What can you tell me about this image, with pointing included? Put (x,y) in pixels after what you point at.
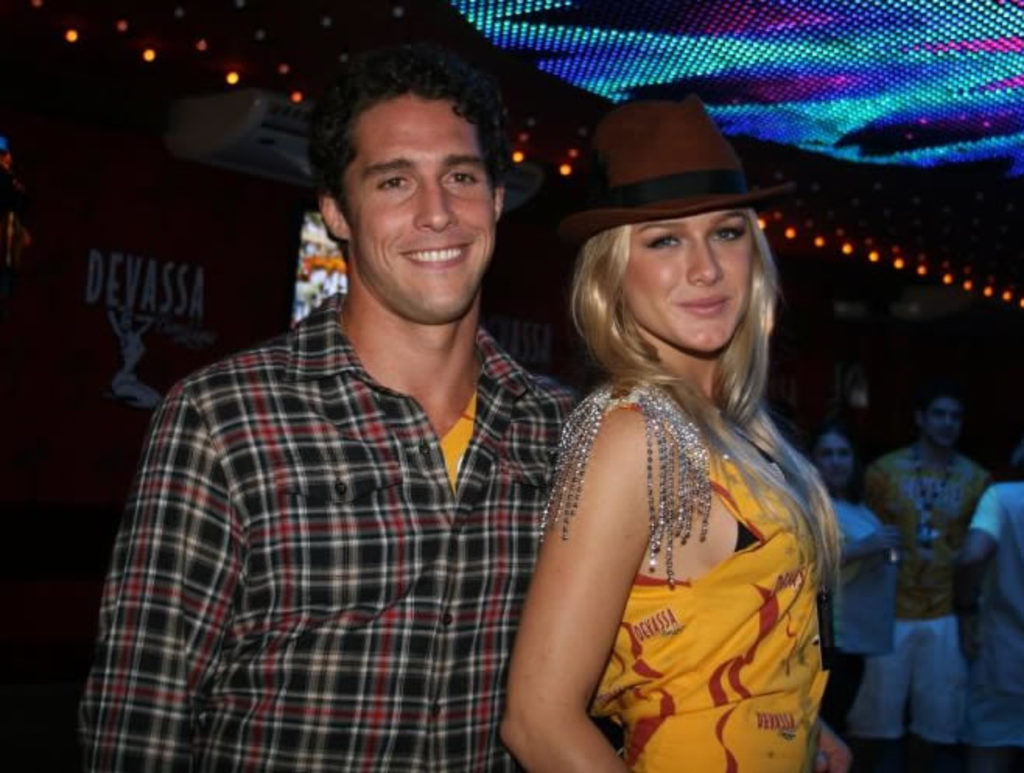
In the picture we can see a man (272,583) and a woman (753,689) standing together and smiling and woman (712,677) is wearing a hat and behind them we can see a wall (72,600) in the dark and besides we can see some people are standing and to the ceiling (93,71) we can see some lights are decorated.
